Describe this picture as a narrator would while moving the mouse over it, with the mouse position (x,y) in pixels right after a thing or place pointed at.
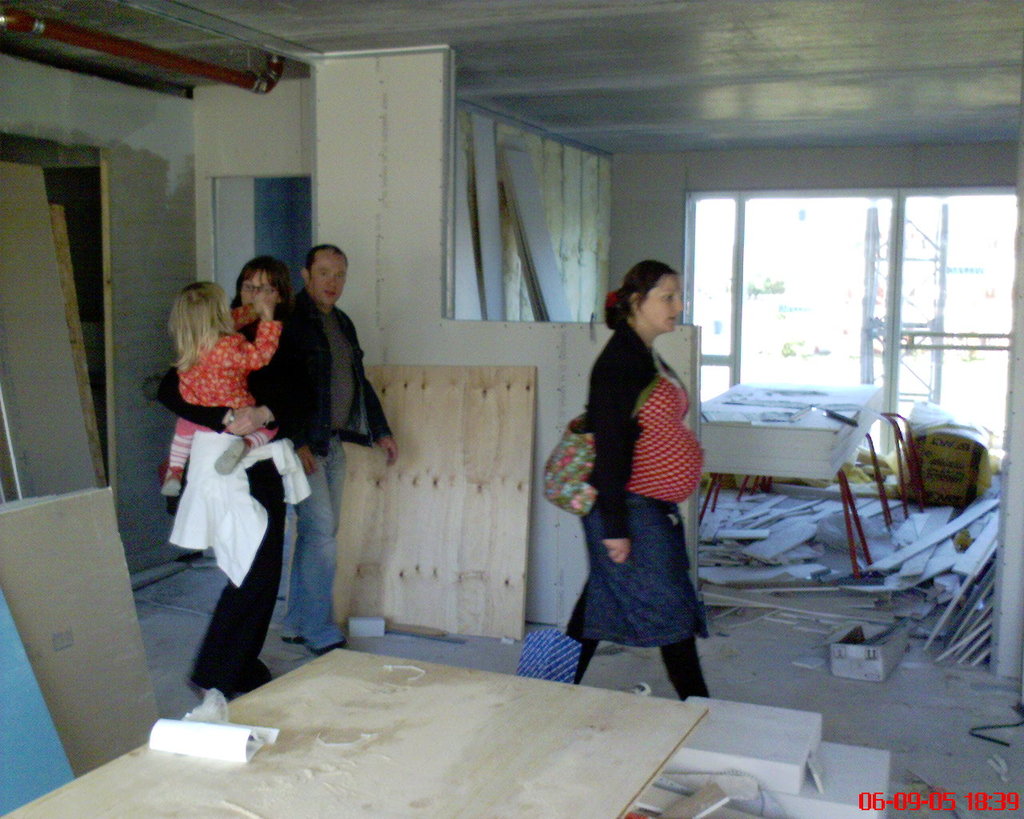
There are three people (280,408) walking. This woman (262,498) is holding a girl (211,362). I can see the wooden boards (462,604). This is the wall (432,220). I can see a window (876,265). This looks like a table (804,406) with few objects (812,406) on it. I think this is a pipe (146,52), which is red in color is attached to the roof (284,16).
